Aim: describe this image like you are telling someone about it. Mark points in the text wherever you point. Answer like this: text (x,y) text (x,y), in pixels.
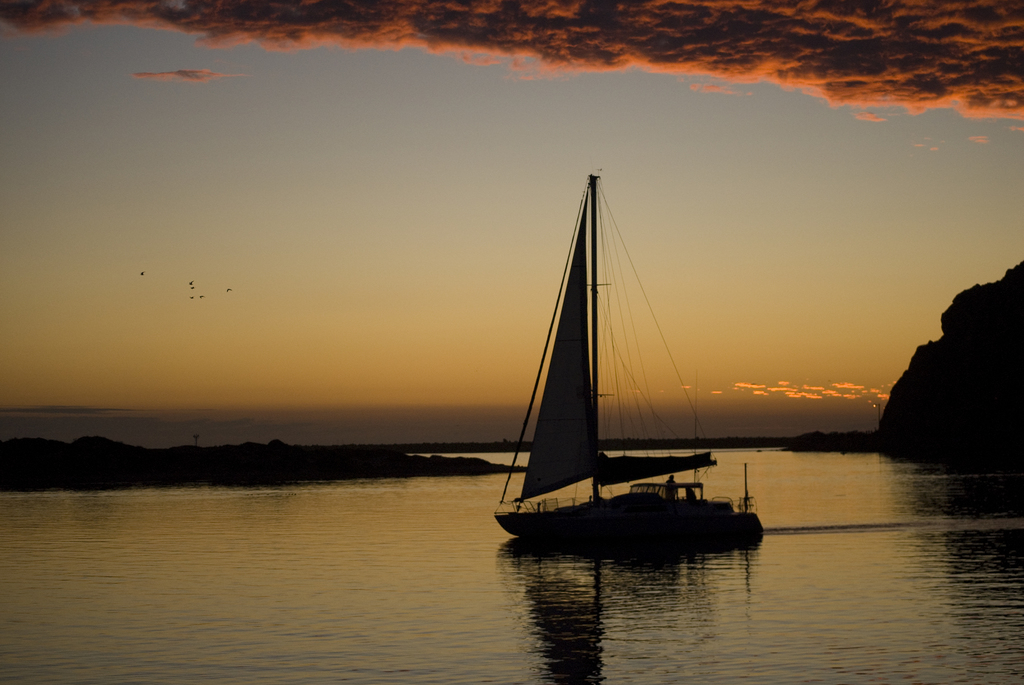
In this image there is the water (633,587). There is a boat (598,526) on the water (787,594). In the background (955,365) there are mountains (115,456) and poles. At the top (501,127) there is the sky (457,71). To the left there are birds (228,291) flying in the sky (220,303).
